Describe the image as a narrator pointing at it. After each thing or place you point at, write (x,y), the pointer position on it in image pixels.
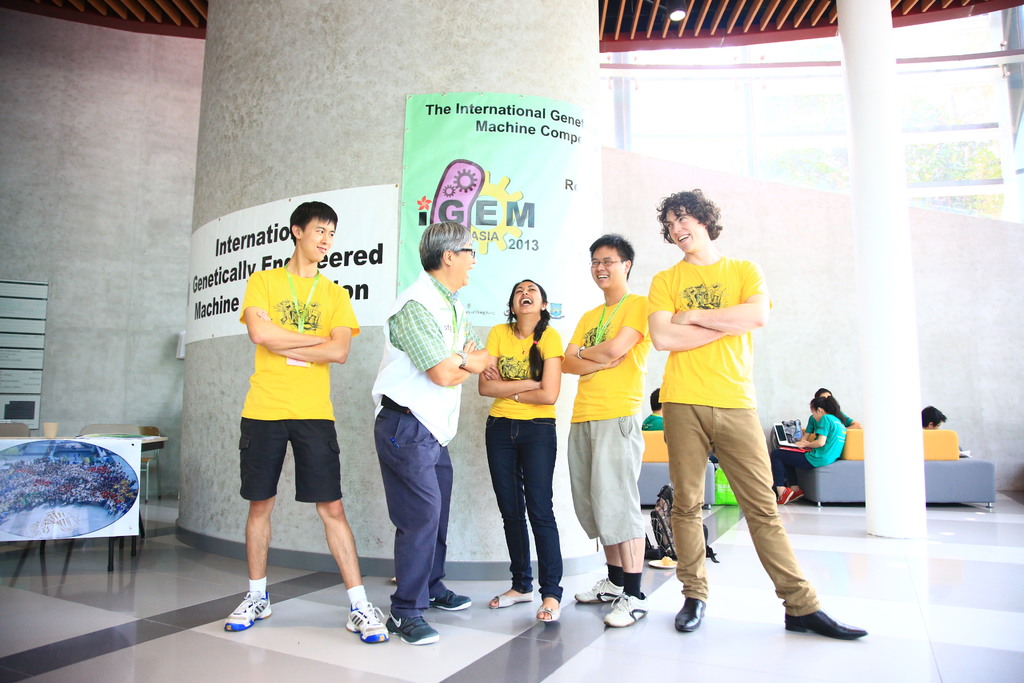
In this image we can see group of persons (619,337) standing on the floor (360,662). One man (593,455) is wearing a yellow t shirt (341,307) and id card (303,362). In the background (366,253), we can see some banners (473,233) on the wall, a group of chairs (933,481) and tables (86,499), group of people (814,447) sitting on chairs (848,455). One woman (838,444) is holding a laptop (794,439) in her hand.
